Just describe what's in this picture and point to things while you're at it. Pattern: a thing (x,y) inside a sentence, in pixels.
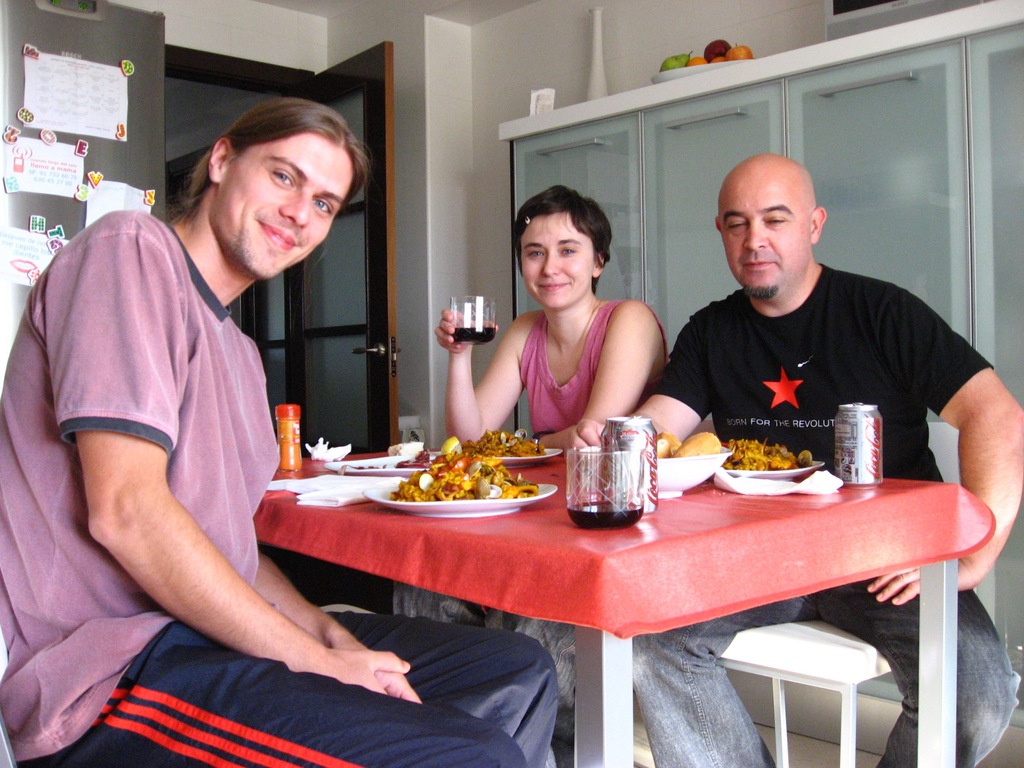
In this picture, There are some people (927,428) sitting around the table (612,656), the table (675,625) is covered by a red cloth (691,538) and in the background (951,178) there is glass doors (718,150) and there is a white color wall (556,37) and there is a black color door (336,225).
